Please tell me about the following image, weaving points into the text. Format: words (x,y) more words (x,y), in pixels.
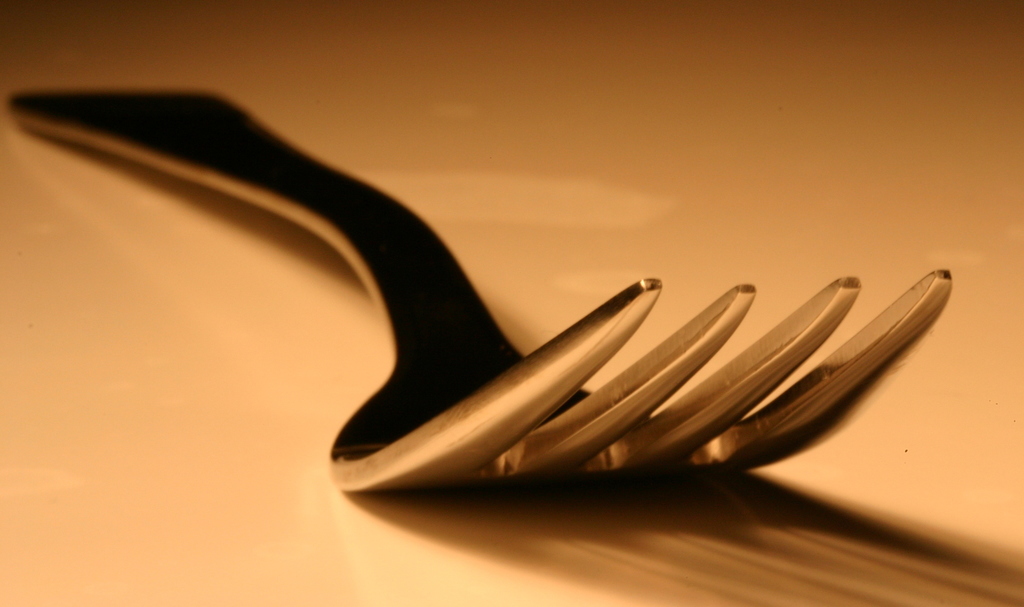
In this image I can see a fork (535,425) on the orange colored surface (114,497).
